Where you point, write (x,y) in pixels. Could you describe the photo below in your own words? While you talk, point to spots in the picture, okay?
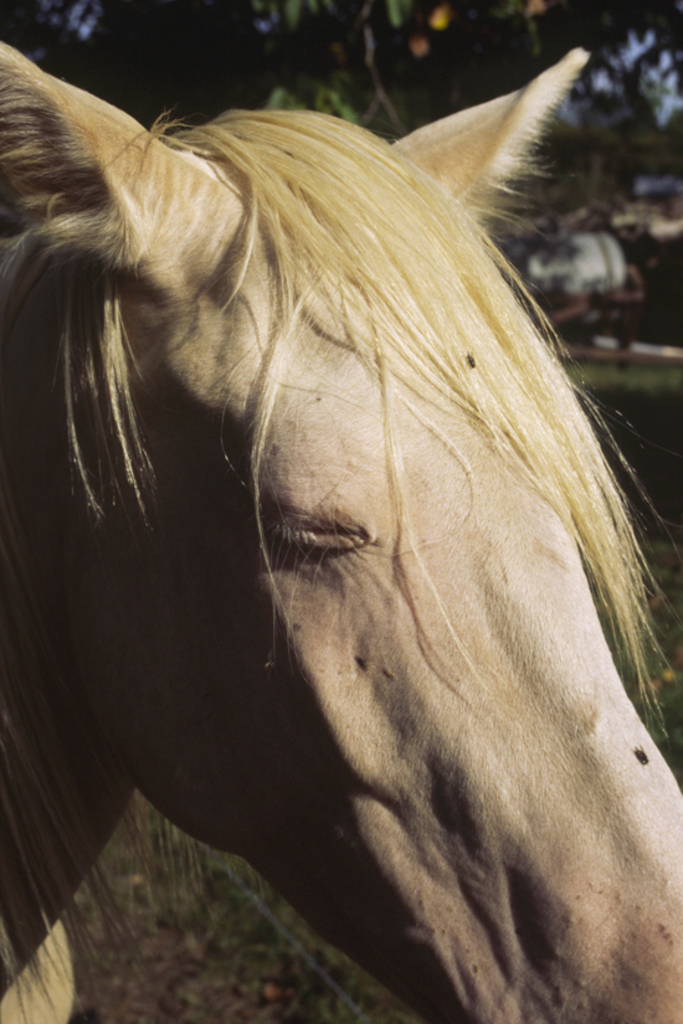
In this image I can see an animal (334,471) in cream color. In the background (389,10) I can see few trees (398,22) in green color and the sky (635,49) is in blue color.
